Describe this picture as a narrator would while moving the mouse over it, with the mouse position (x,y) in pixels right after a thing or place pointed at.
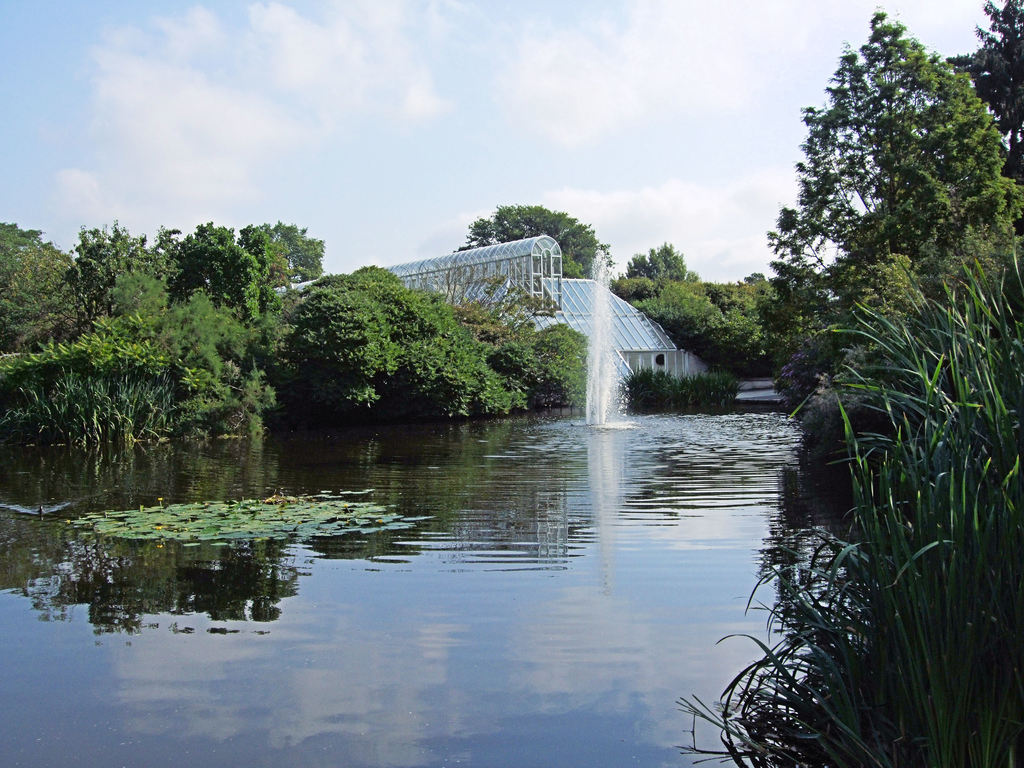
In this image, in the middle (476,400) there are trees (437,391), house (527,282), fountain (601,331), water (505,601), plants (363,529), grass (823,599), sky (156,148) and clouds (638,218).
